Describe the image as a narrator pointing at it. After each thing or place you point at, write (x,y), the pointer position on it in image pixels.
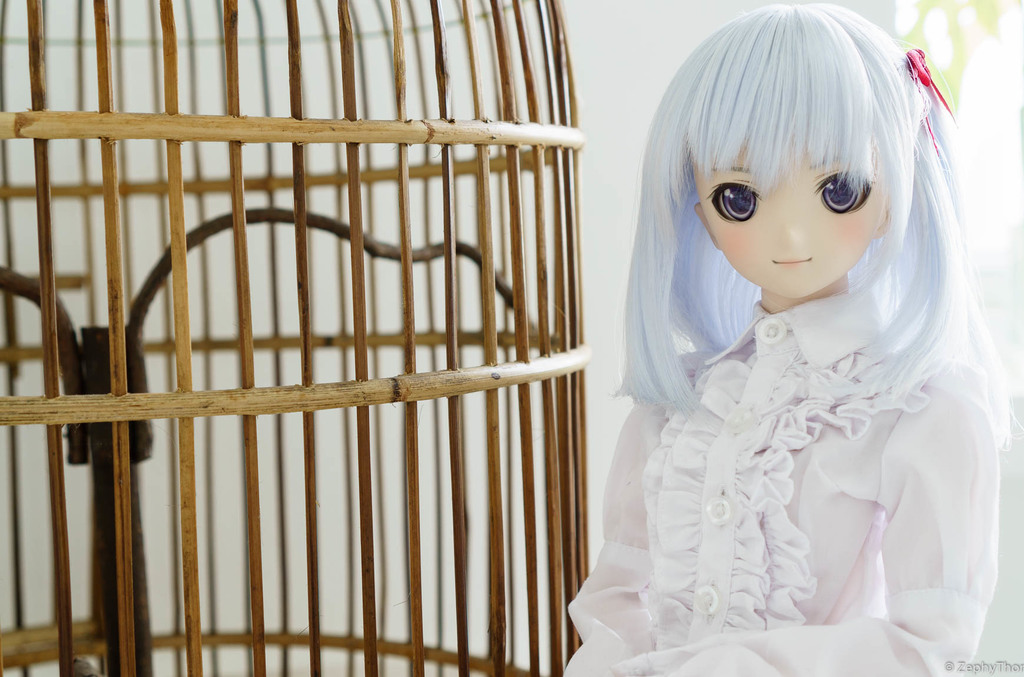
In the picture we can see a baby girl doll (731,441) with white color clothes (751,570) and white hair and pink color clip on it and beside her we can see a bird cage (417,382) made up of a wooden stick (391,389) and in the background (386,261) we can see a wall (480,580).
